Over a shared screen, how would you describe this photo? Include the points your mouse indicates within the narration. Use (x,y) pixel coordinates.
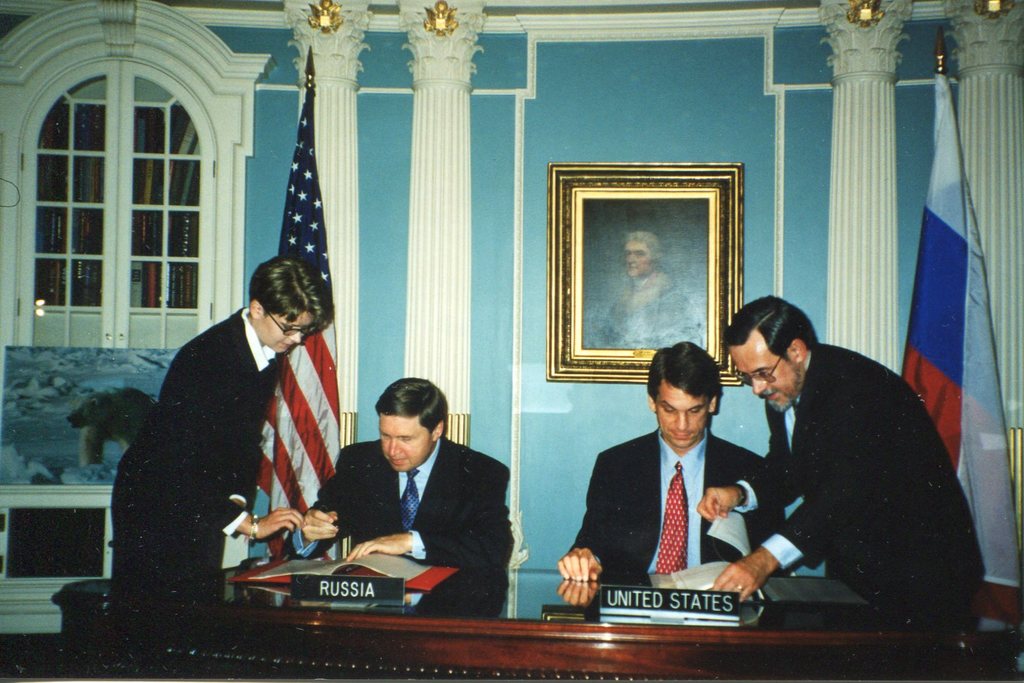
In-front of these people (687,414) there is a table (406,605) with state name boards (389,594) and files (766,582). Picture (640,288) is on the wall (529,150). In-front of these pillars (987,214) there are flags (307,204). In this rack (178,234) there are book (139,230). Here we can see a painting (20,427).
